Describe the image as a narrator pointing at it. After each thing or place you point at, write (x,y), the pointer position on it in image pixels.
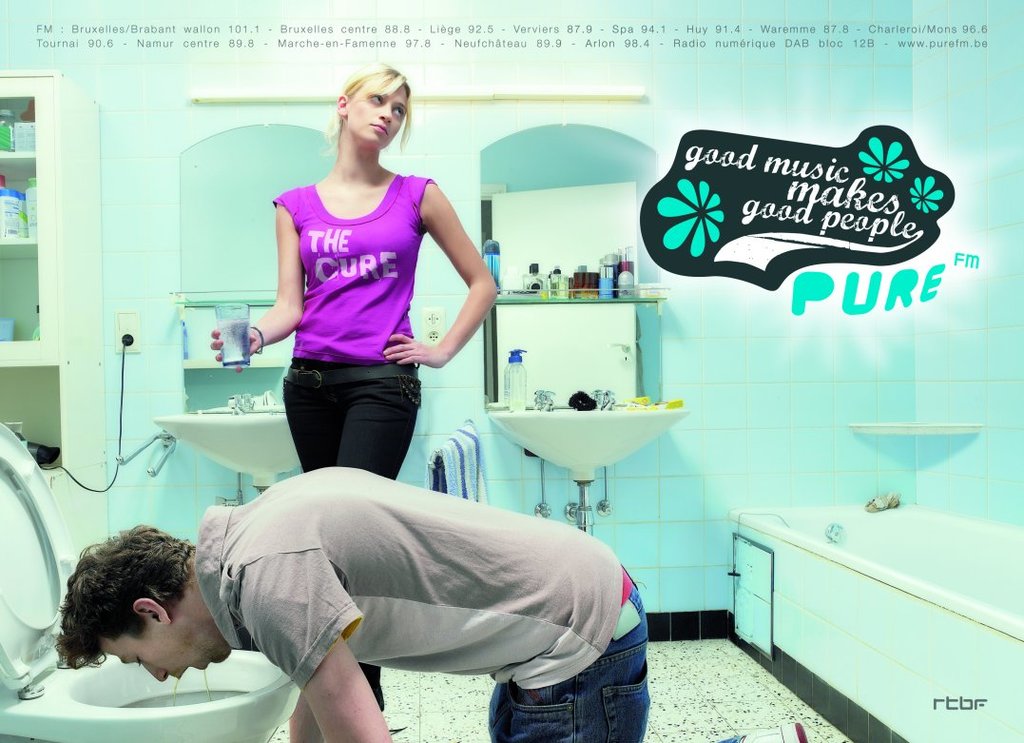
This is the picture of a bathroom (555,502) where we can see a woman (358,327) standing with a glass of water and to the side there is a man (409,650) who is vomiting. In this image there is a toilet (134,714), bathtub (951,669) and there is a mirror (543,384), racks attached to the wall (613,485) to the side. There is a sink (655,413) and some objects (635,401) are placed on it and to the left corner (61,321) there is a cupboard (55,374) where some objects (32,139) are placed in it.
